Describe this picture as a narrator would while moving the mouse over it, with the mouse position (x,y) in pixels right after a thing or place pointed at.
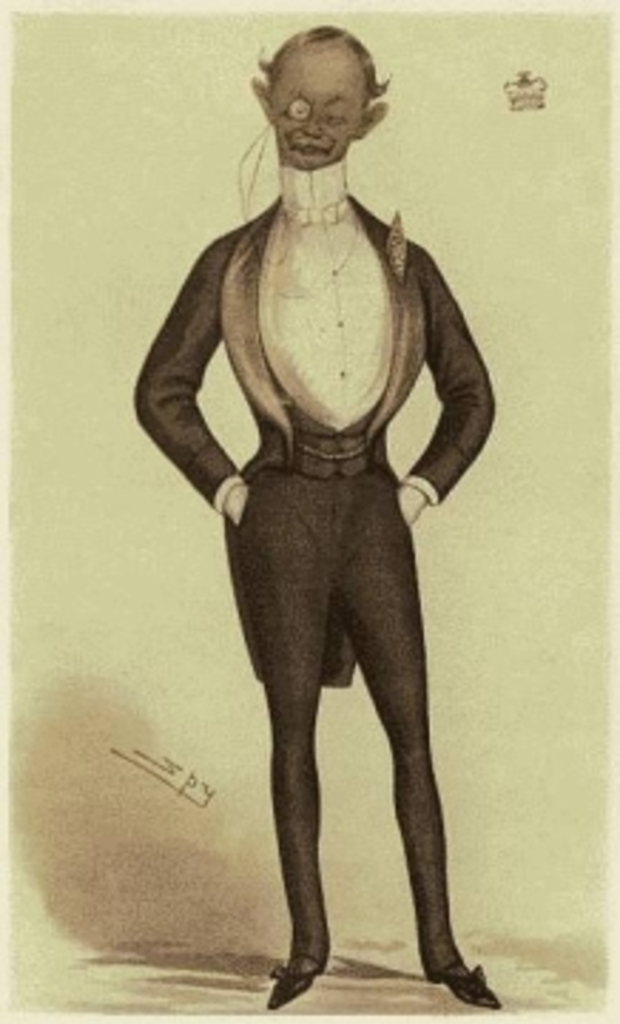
This is a painting. In the painting there is a man (292,562).
